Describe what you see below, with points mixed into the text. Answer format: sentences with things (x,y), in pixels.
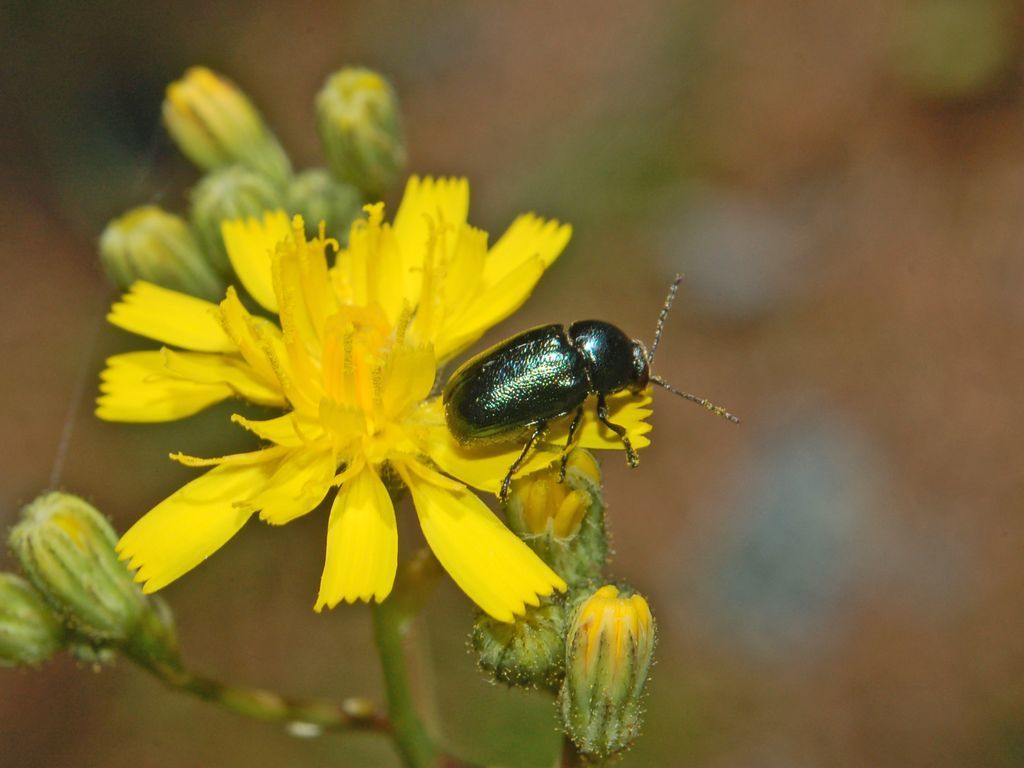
This picture shows a Insect (467,424) on the flower (334,419) and we see few buds (352,164) and flower (308,256) is yellow in color.
